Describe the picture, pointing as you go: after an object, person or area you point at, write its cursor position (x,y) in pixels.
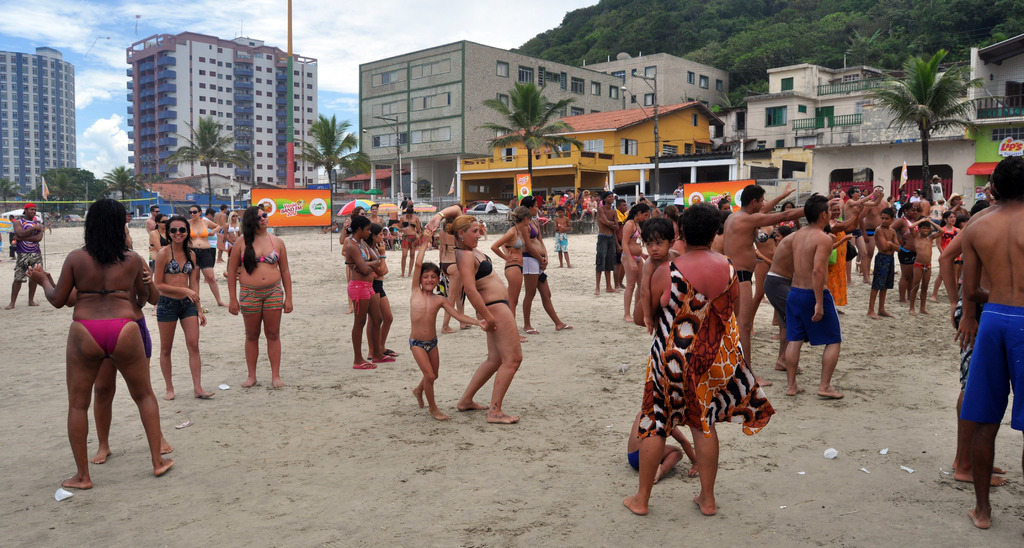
In this picture we can see a group of people (510,357) on the ground (543,349) and in the background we can see buildings (812,78), trees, boards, sky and some objects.
